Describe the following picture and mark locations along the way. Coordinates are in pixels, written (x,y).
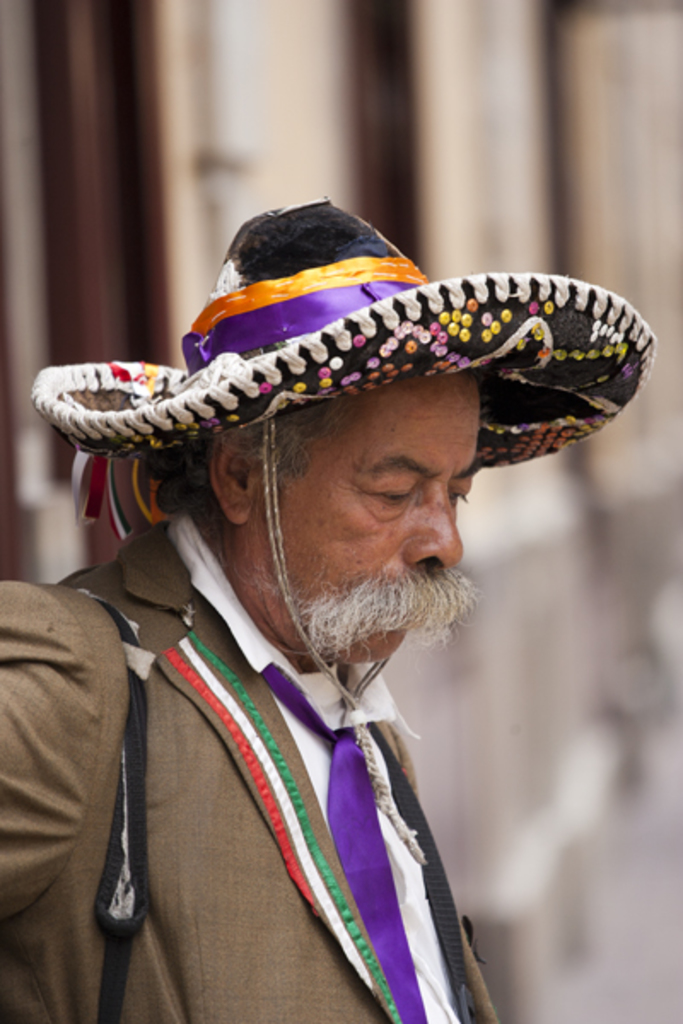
In this image I can see a person (266,860) standing, the person (267,855) is wearing brown color blazer (267,855), purple color tie (350,792) and the person (177,858) is also wearing a cap (226,327) and I can see blurred background (15,209).
